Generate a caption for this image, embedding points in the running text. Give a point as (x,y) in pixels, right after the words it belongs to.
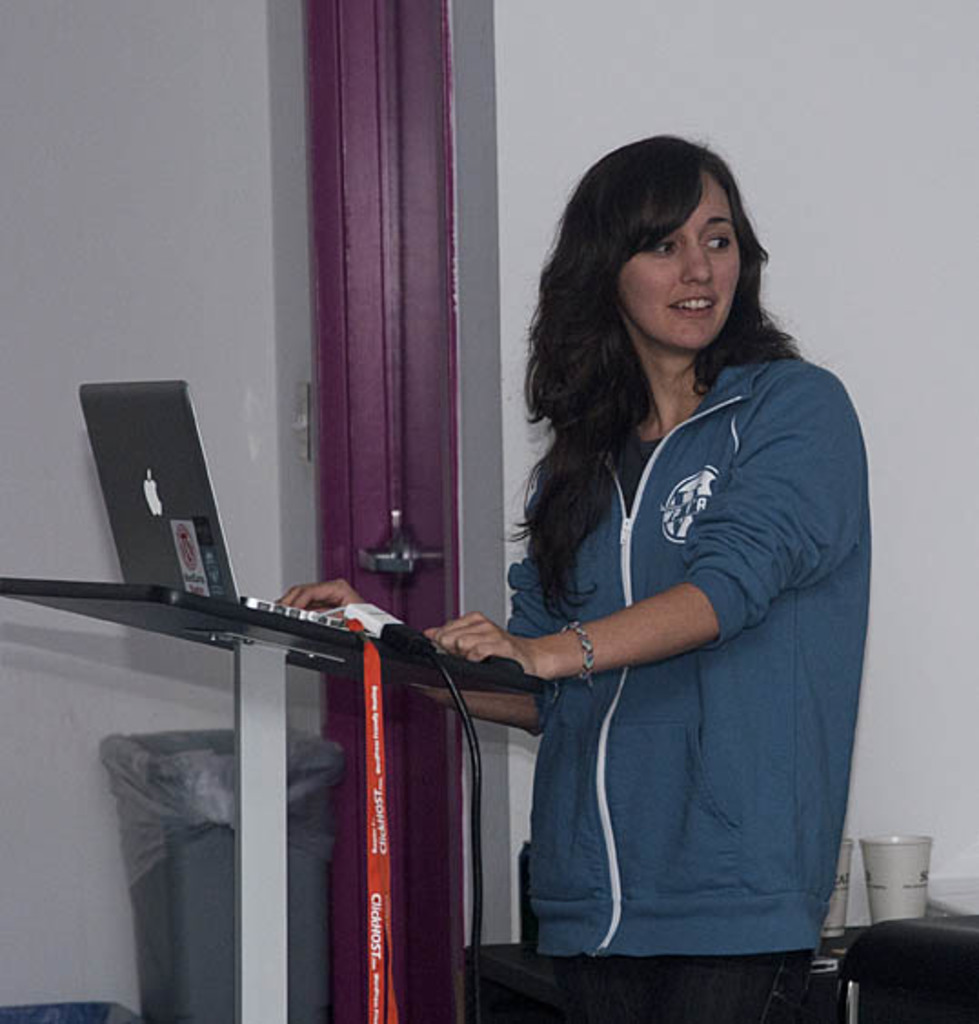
In this image in the center (636,477) there is one woman (636,579) who is standing, in front of her there is one table (241,651). On the table (262,965) there is one laptop (171,524) and tag (372,649) and a wire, in the background (344,204) there is a wall (566,101) door (348,511) and a dustbin (232,871). On the right side (883,908) there are two cups (872,886) on the table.
